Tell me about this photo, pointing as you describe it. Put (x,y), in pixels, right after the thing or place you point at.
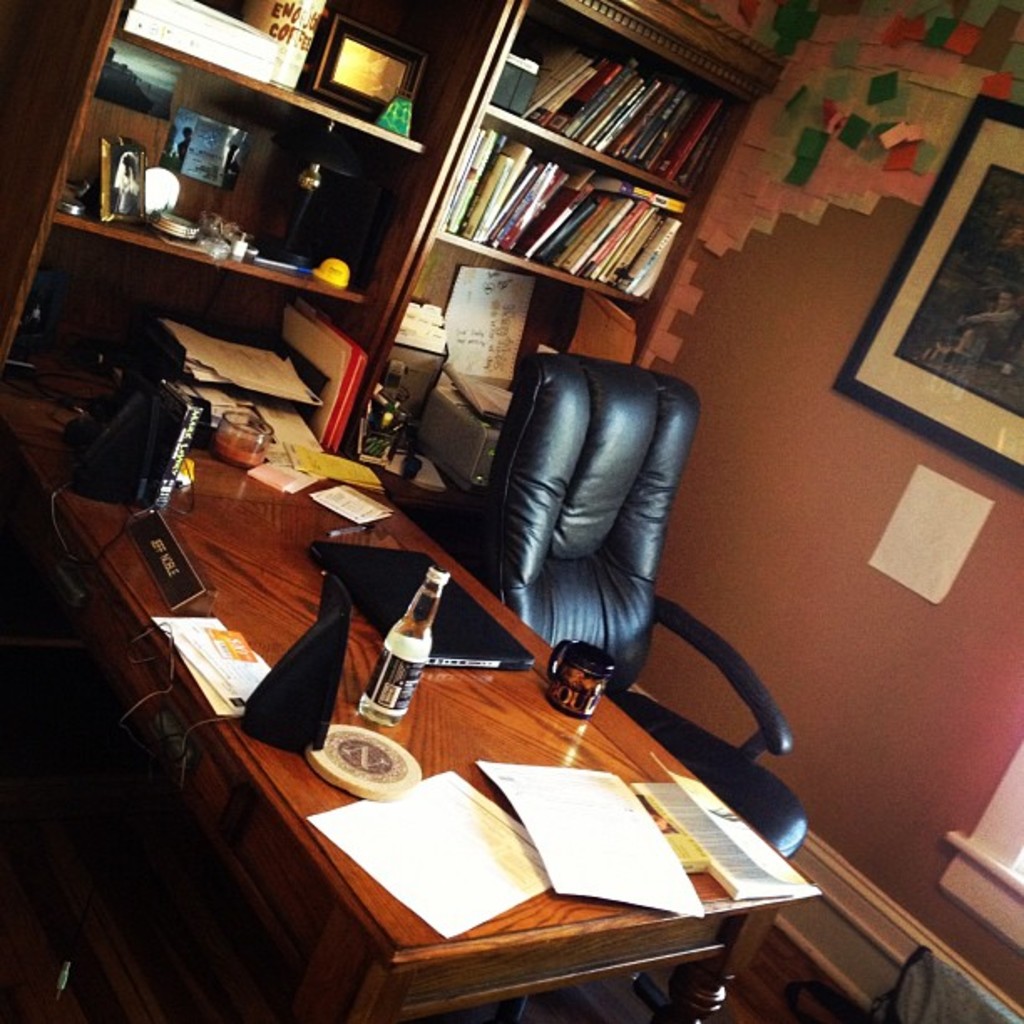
We can see table (328,480), chair (554,573). On the table (519,633) we can see bottle (397,690), laptop (474,637), paper (443,819), board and things (303,477). On the background (870,70) we can see wallpapers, frame (947,344), cupboard (567,154), books (532,215).
